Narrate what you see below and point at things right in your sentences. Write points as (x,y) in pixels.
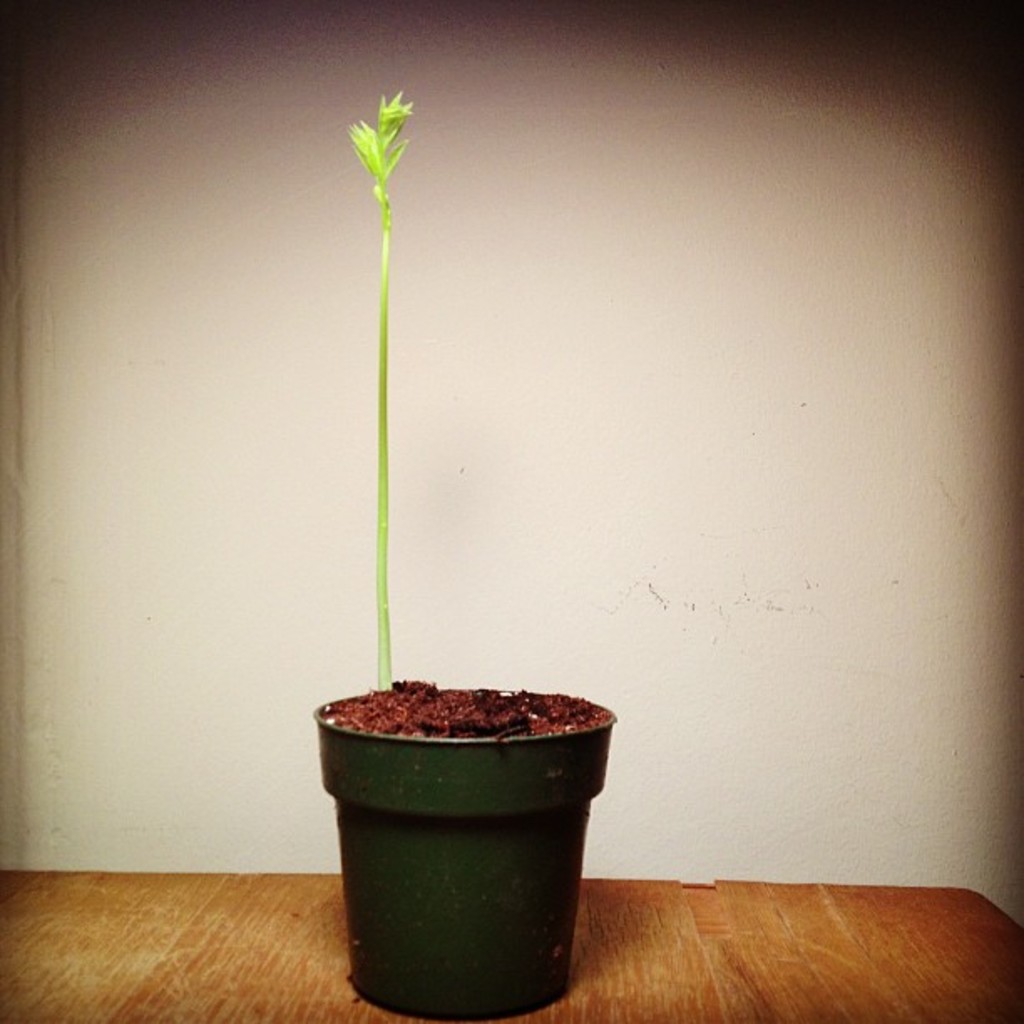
This picture consists of a flower pot (541,764) and plants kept on flower pot (559,740) kept on table (155,873) and I can see the wall (635,193) in the background (596,319).
